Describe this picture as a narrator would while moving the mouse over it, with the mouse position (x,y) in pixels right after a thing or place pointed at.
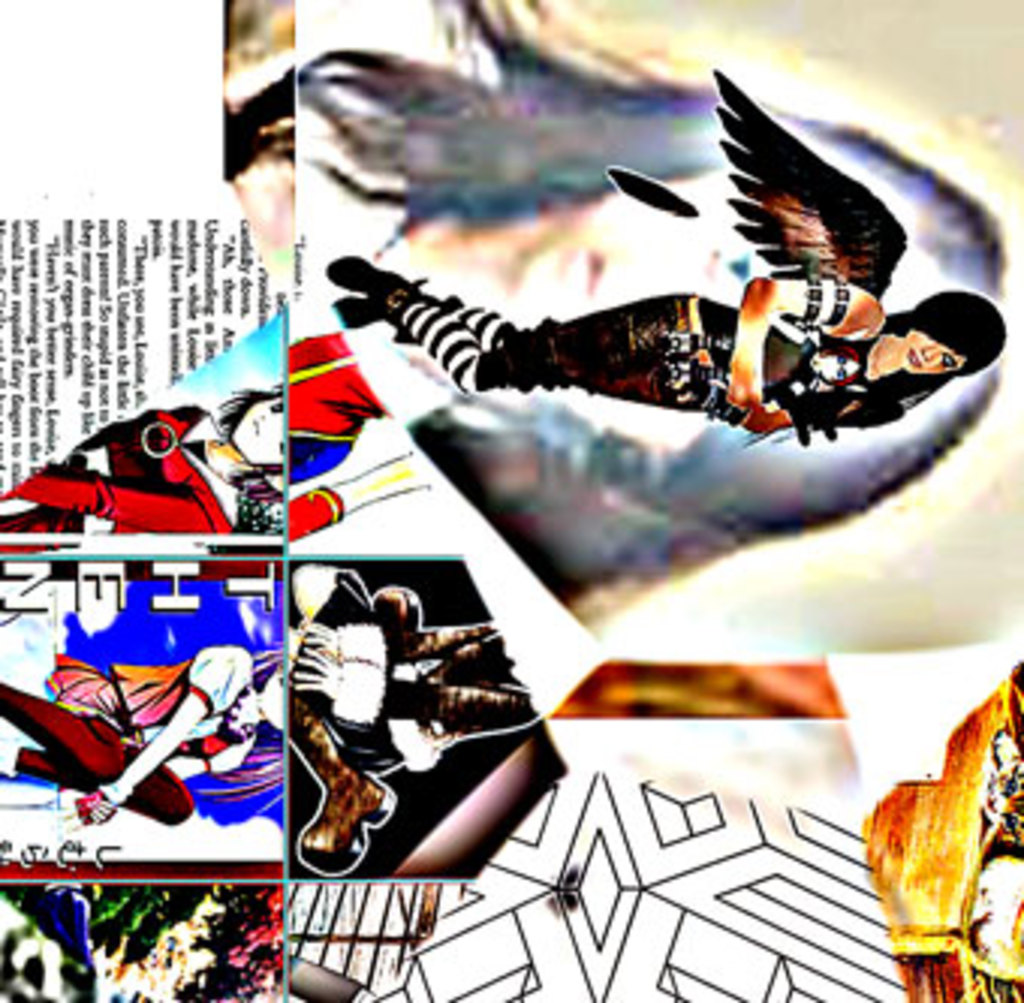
There is a collage image different pictures contains depiction of persons (142,738), designs (801,882) and some text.
